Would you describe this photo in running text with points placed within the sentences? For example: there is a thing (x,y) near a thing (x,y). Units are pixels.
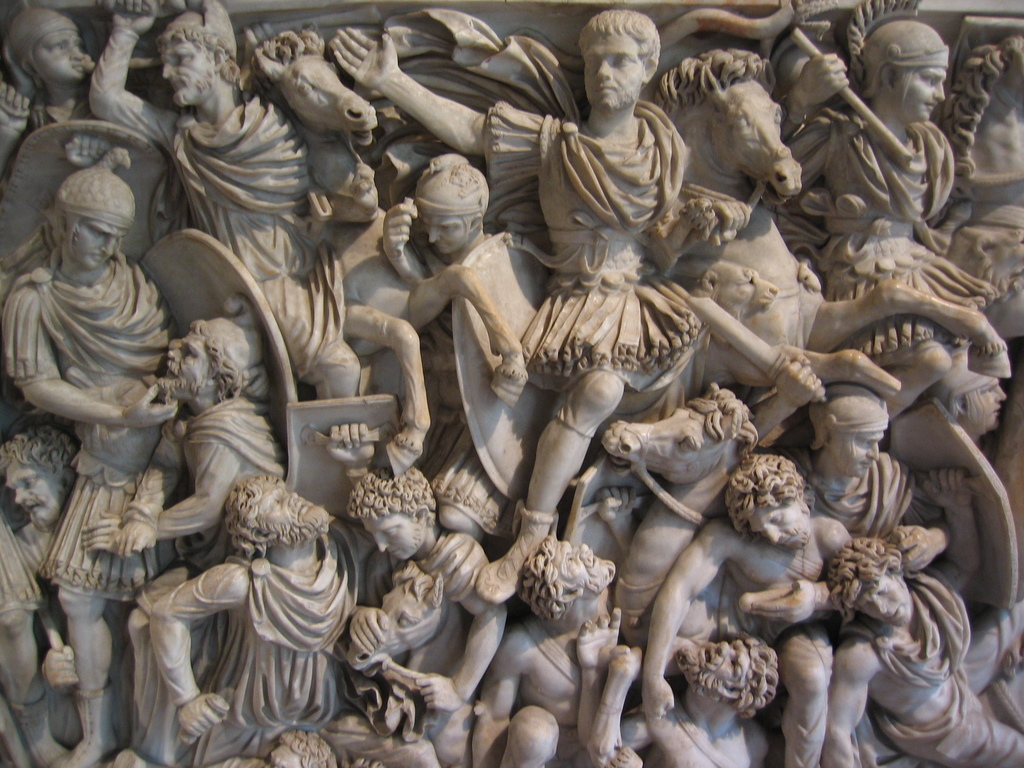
In this picture I can see sculpture (593,452) of few men (594,330) and horses (705,174).
